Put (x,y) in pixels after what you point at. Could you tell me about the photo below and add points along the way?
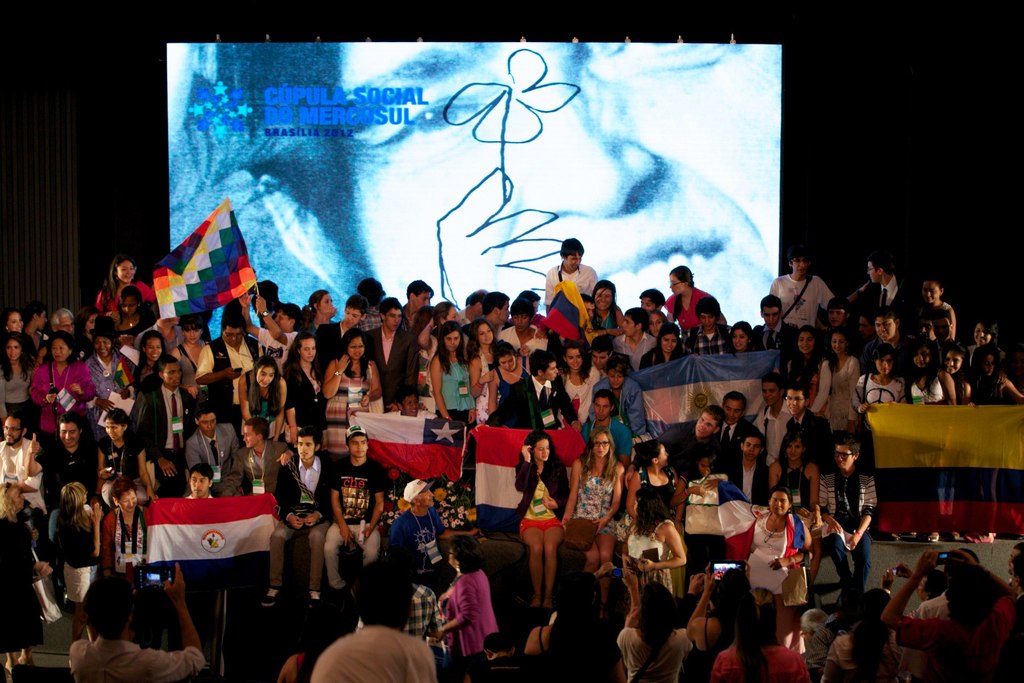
In this image we can see a group of persons (620,402) and among them few people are holding flags (375,436). Behind the persons (315,343) we can see a screen (509,150). On the screen (362,199) we can see text (409,100) and an image (431,165) of a person (312,166). At the bottom (662,593) we can see few persons (632,664) taking photos.
